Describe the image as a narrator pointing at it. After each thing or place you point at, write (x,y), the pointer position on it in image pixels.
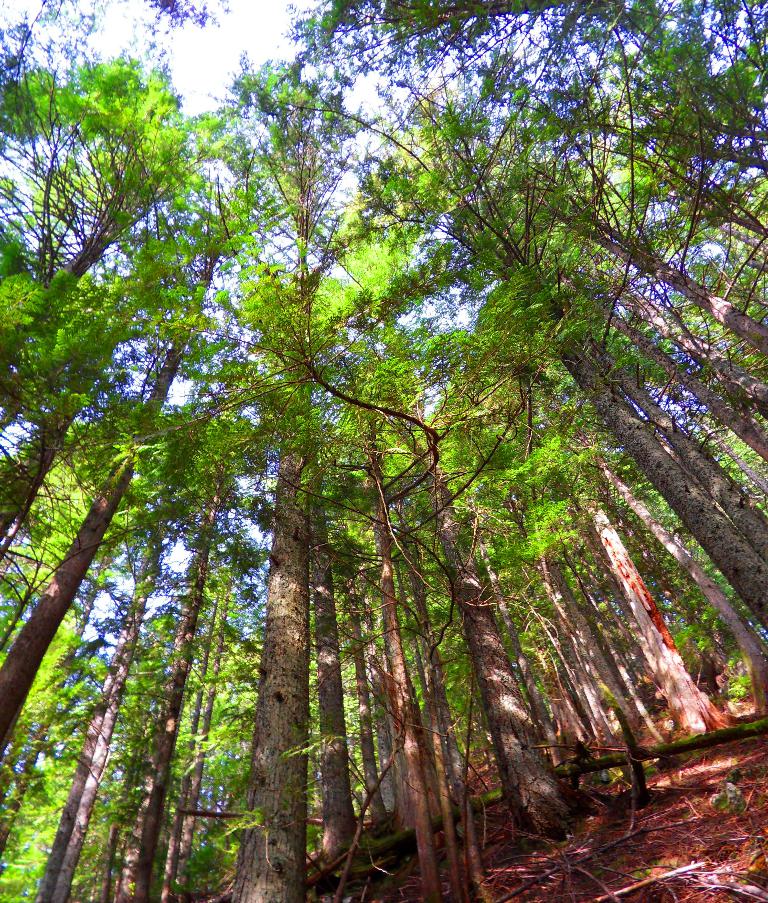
In this picture I can see the ground (712,863) on which there are number of trees (409,371). On the top of this picture (24,199) I can see the sky (106,598).
